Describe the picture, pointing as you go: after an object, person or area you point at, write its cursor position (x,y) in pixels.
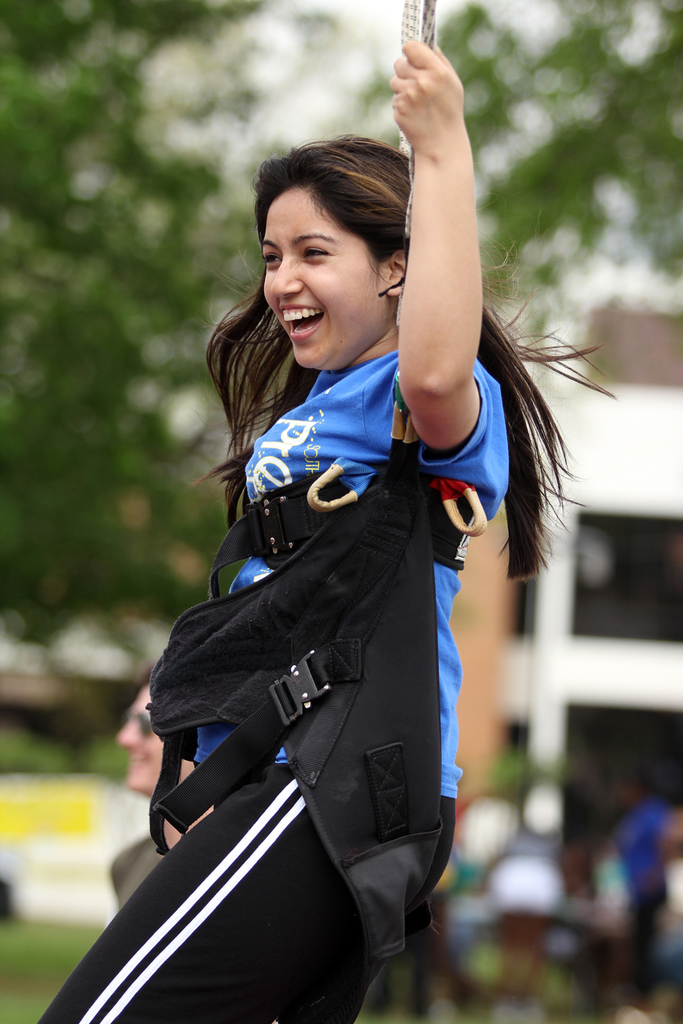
In this image I can see a woman (324,917) wearing blue color t-shirt (312,439), standing, smiling by holding an object (428,31) in the hand (404,89). She is facing towards the left side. In the background (593,475), I can see a building (593,444) and some trees (197,168) and also I can see few people (560,879).
